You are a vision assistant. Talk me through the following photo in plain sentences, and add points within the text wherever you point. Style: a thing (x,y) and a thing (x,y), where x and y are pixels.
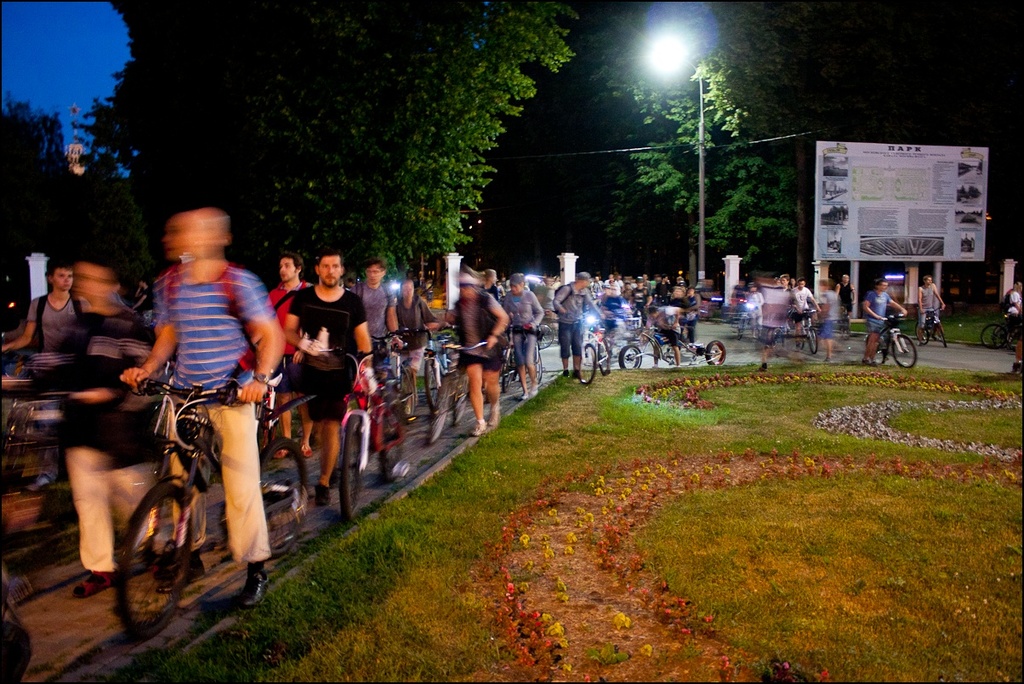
In the image we can see there are many people (289,334), wearing clothes (344,357) and shoes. Few people (220,447) are riding on the bicycle (200,474) and some of them are holding it. There is a grass (436,616), trees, pole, electric wire (714,145), light (684,61), board (862,184), pillars (732,272) and a blue sky (29,31).
